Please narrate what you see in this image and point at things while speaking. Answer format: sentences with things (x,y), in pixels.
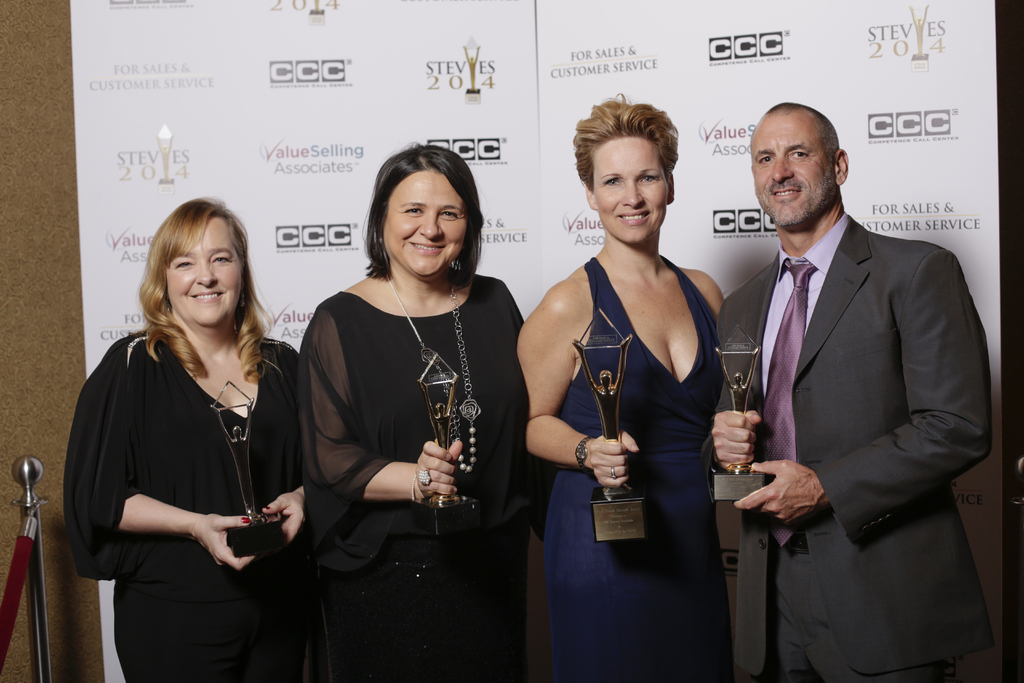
This picture consists of a three women (457,346) they are holding a memento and a man (748,325) holding a memento (725,362) and they are smiling and back side of them I can see the wall (51,163), on the wall (55,145) I can see hoarding board (137,136) attached and I can see stand (28,481) on the left side (22,462).
